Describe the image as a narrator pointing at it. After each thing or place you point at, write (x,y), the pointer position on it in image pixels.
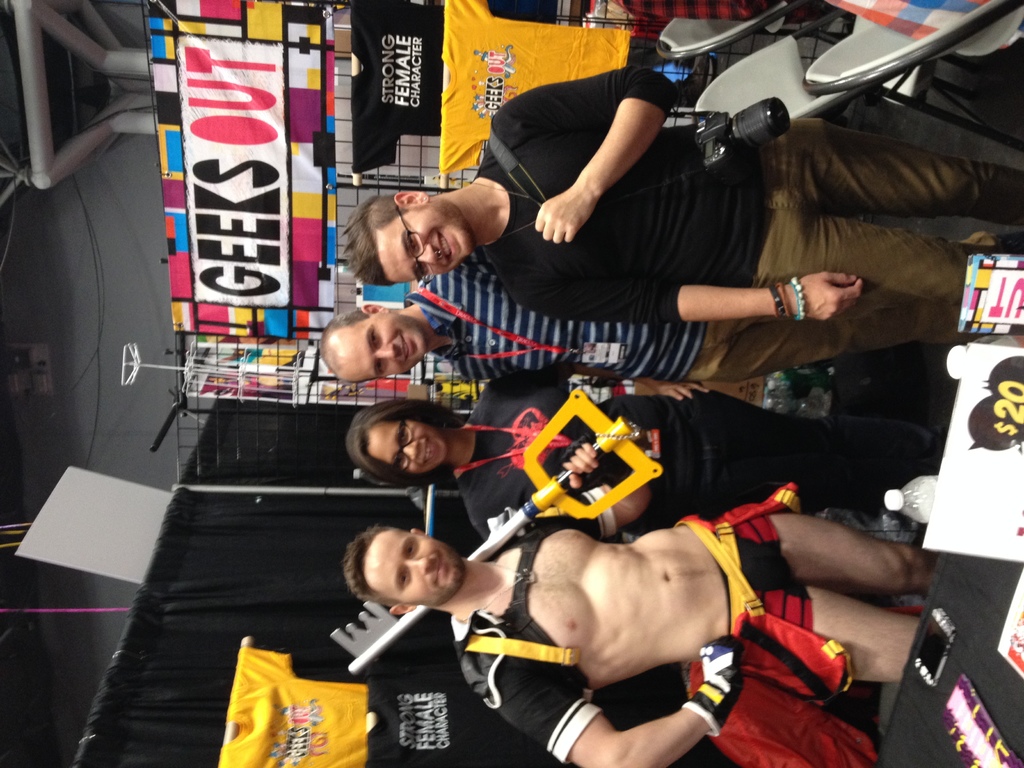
In this image I can see four persons (872,256) are standing and I can see two of them are wearing specs (398,457). I can see the top one is carrying a camera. Behind them I can see a board (277,243), number of t shirts (543,56), chairs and on the board (284,221) I can see something is written. In the front (892,721) I can see a table (892,721) and on it I can see a phone (943,648), a board (976,539), a bottle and few other stuffs (1012,615).
